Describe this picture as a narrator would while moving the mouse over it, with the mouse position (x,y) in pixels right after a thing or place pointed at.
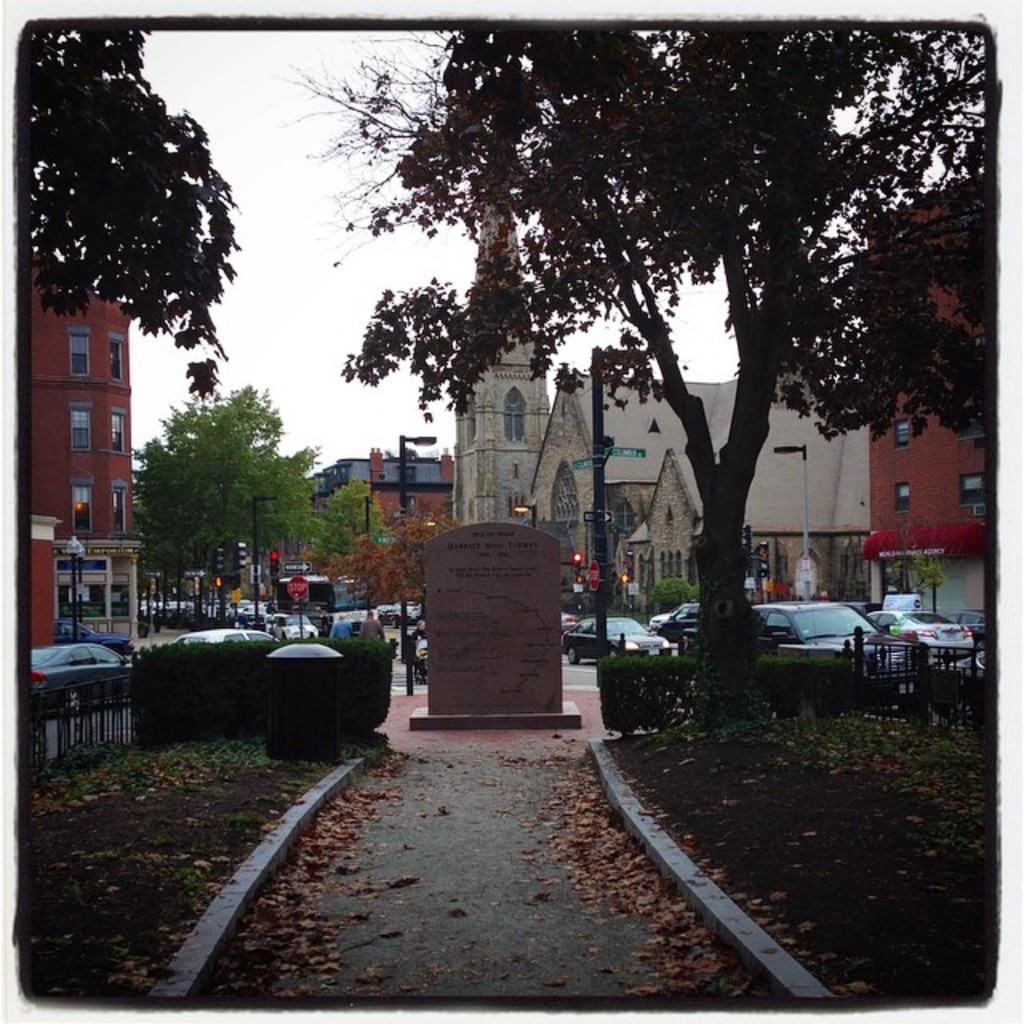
In this image we can see a walkway (529,954). Near to that there is a small wall (456,586) with something written. Also there are leaves (314,879) on the ground (502,878). And there is a bin (324,701). There are bushes (631,697). In the back (424,465) there are buildings (345,476). Also there are trees (717,501). And there are many vehicles (311,575). And we can see traffic signals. In the background (318,240) there is sky (318,240).
